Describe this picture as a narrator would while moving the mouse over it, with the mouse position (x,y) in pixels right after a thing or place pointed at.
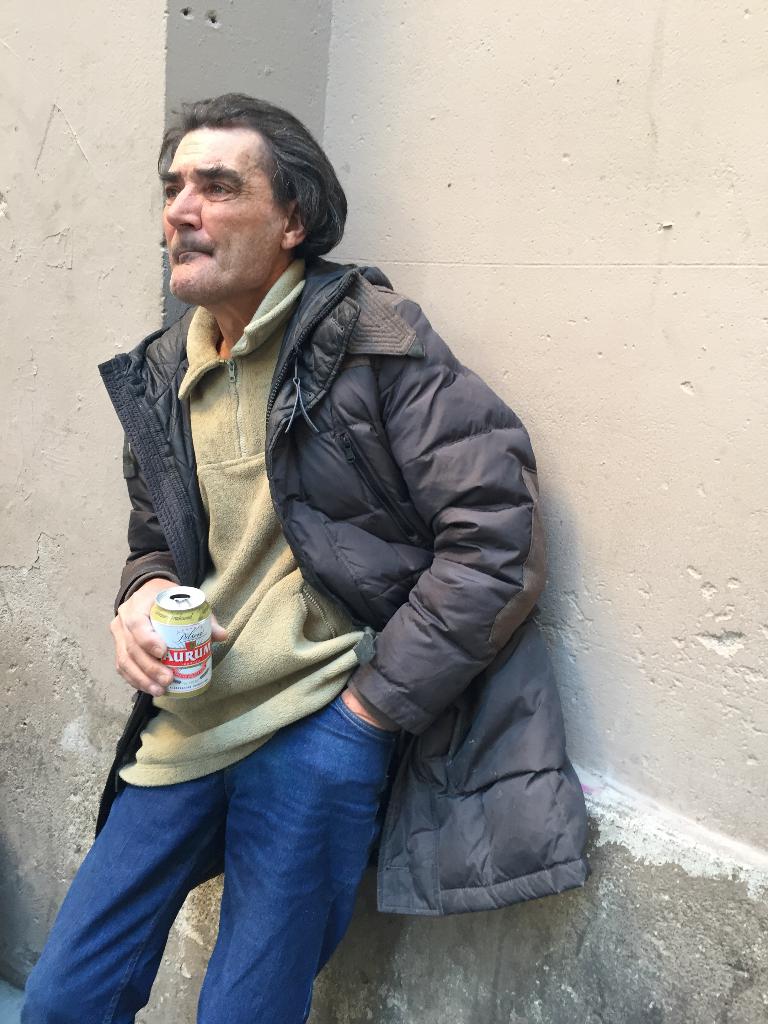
In this image there is a person (247,688) standing and holding a can (180,654) in his hand (162,670), behind him there is a wall (700,876).
